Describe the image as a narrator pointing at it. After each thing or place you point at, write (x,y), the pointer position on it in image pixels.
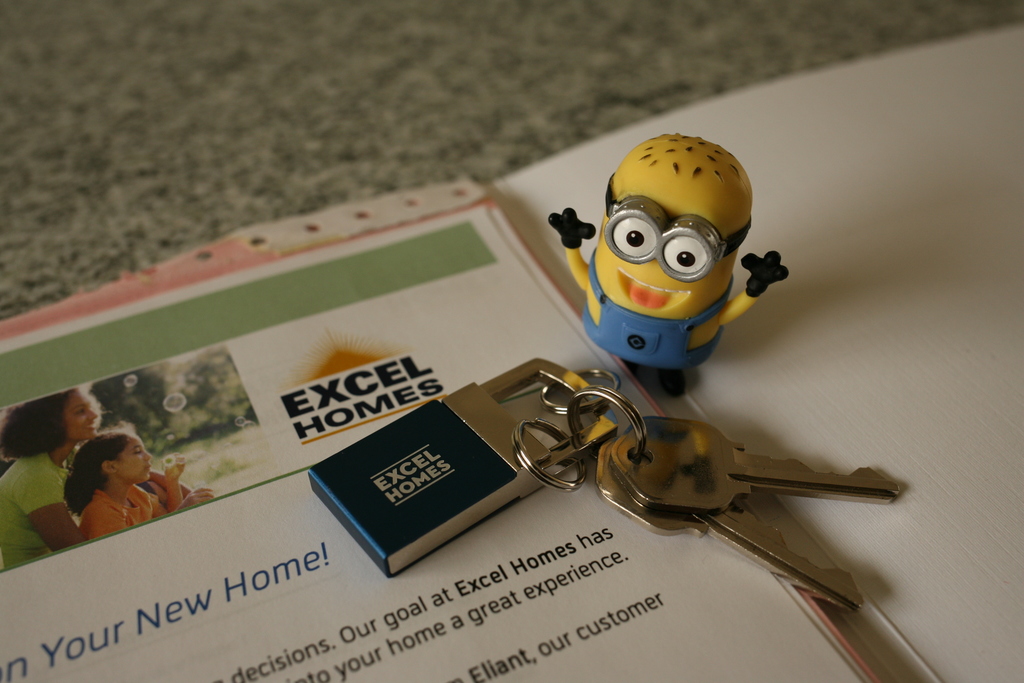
In this image I can see a toy (737,310) in yellow and blue color and I can see few keys (646,474) and few papers (440,290) on the gray color surface (237,187). In the paper (42,543) I can see two persons (86,446) sitting and I can see something written on the paper (100,467).
